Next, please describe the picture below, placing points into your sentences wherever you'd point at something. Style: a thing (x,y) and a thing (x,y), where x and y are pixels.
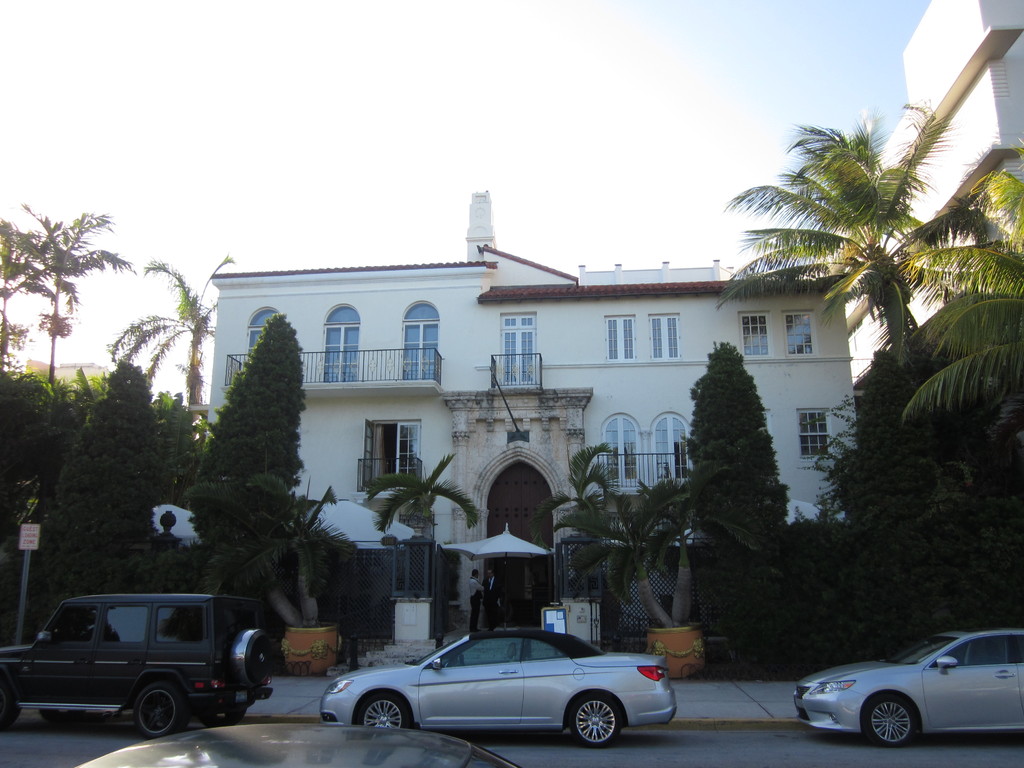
In the image there are few vehicles (429,667) kept on the road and behind the road (769,763) there is a building (334,385), there are two people (483,600) standing in front of the door (509,589) and around the building (354,475) there are a lot of trees (77,417).
